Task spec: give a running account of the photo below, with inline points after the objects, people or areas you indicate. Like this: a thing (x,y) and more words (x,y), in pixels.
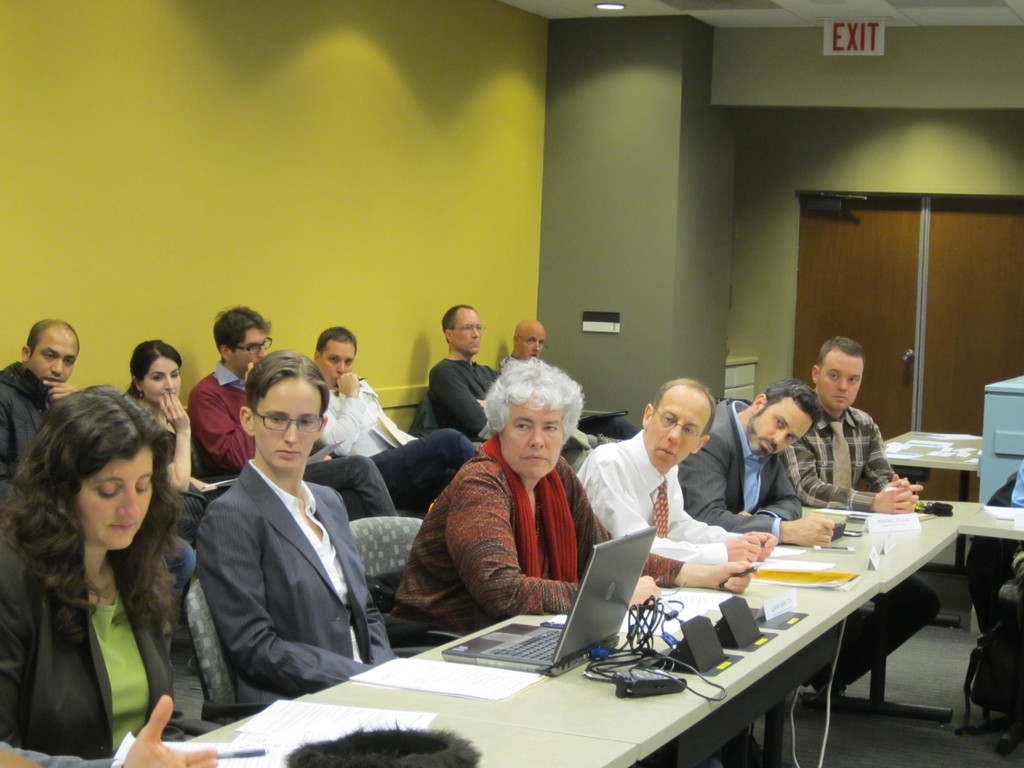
This image is indoors. At the bottom of the image (582,664) there is a table (424,701) with many things (720,591) on it and there is a person (105,763). In the middle of the image (543,374) many people (81,589) are sitting on the chairs (362,550) and there is a table (947,441) with a few things (958,452) on it. In the background (619,237) there is a wall (669,194) with a door (873,321). At the top of the image (751,13) there is a ceiling (885,7) with a light (620,2) and there is a board (845,43) with a text (860,45) on it.
